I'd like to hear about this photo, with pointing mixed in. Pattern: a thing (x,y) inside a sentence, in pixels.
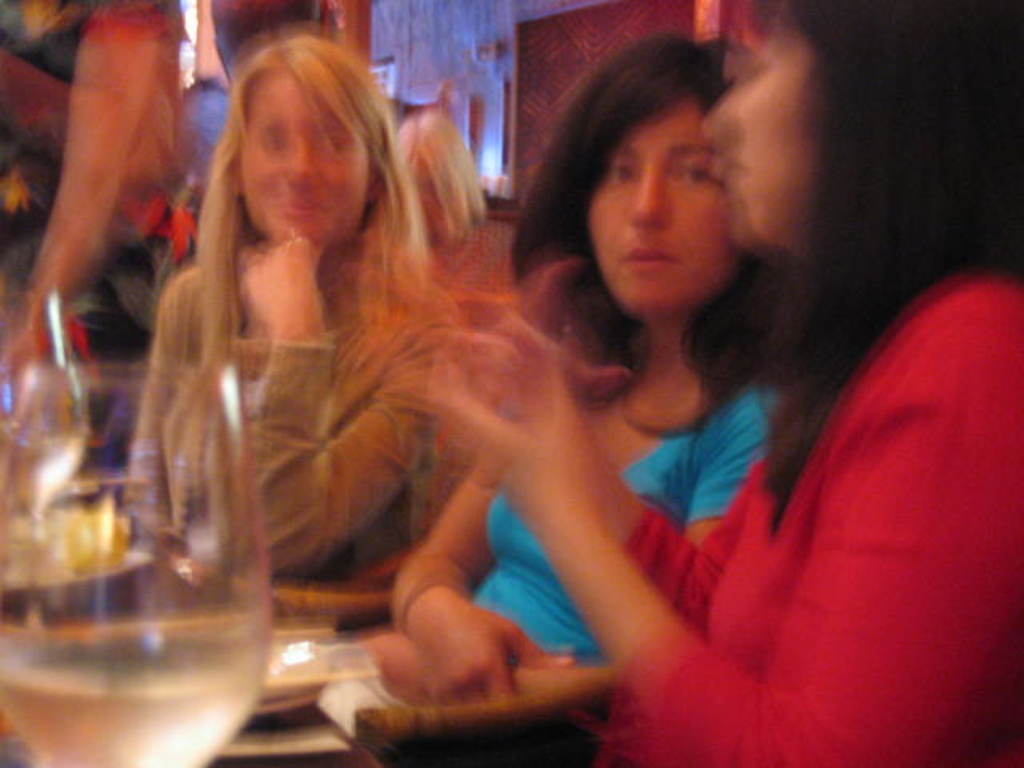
This image consists of five persons (487,534). In the front (263,360), we can see three women (234,326) near the table (277,765). On the right (879,624), the woman (879,624) is wearing a red dress (805,615). In the middle (487,477), the woman (441,601) is wearing a blue T-shirt (659,471). On the left (255,428), we can see a woman (387,417) wearing a brown jacket (321,434). At the bottom (145,726), we can see a table (300,712) on which there are wine glasses (204,572) kept.
